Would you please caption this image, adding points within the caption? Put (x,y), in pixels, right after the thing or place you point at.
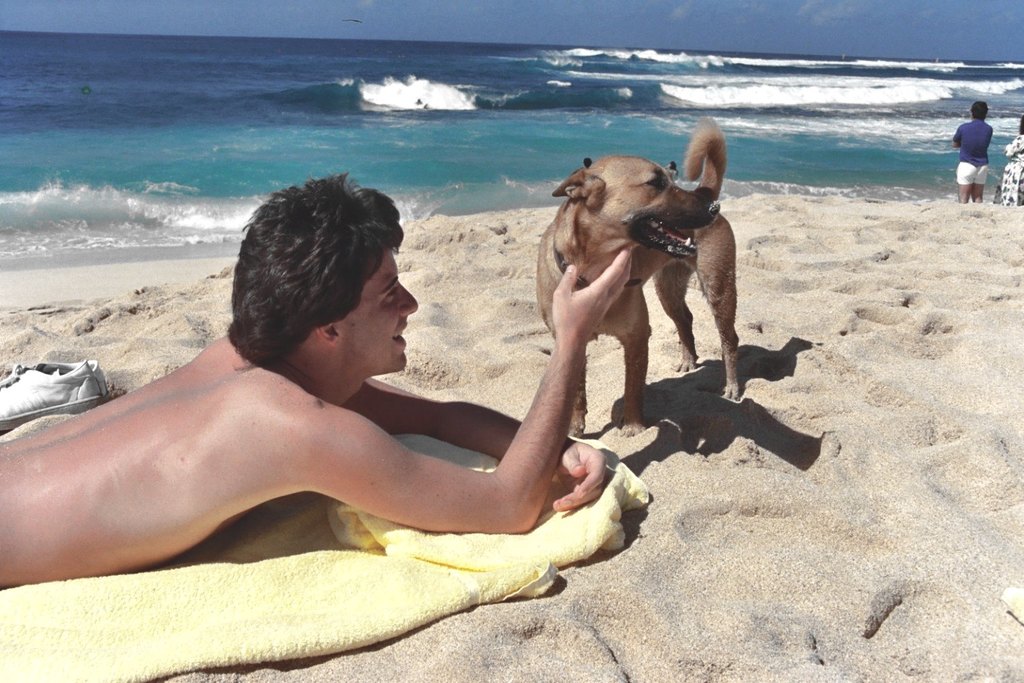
in this picture we can see a man (278,279) lying on the sand (115,323) near sea shore (51,311), and at down there is a cloth (369,536), and in front of him there is dog (627,199), and at opposite there is water (467,109), and at above there is sky (382,25).
